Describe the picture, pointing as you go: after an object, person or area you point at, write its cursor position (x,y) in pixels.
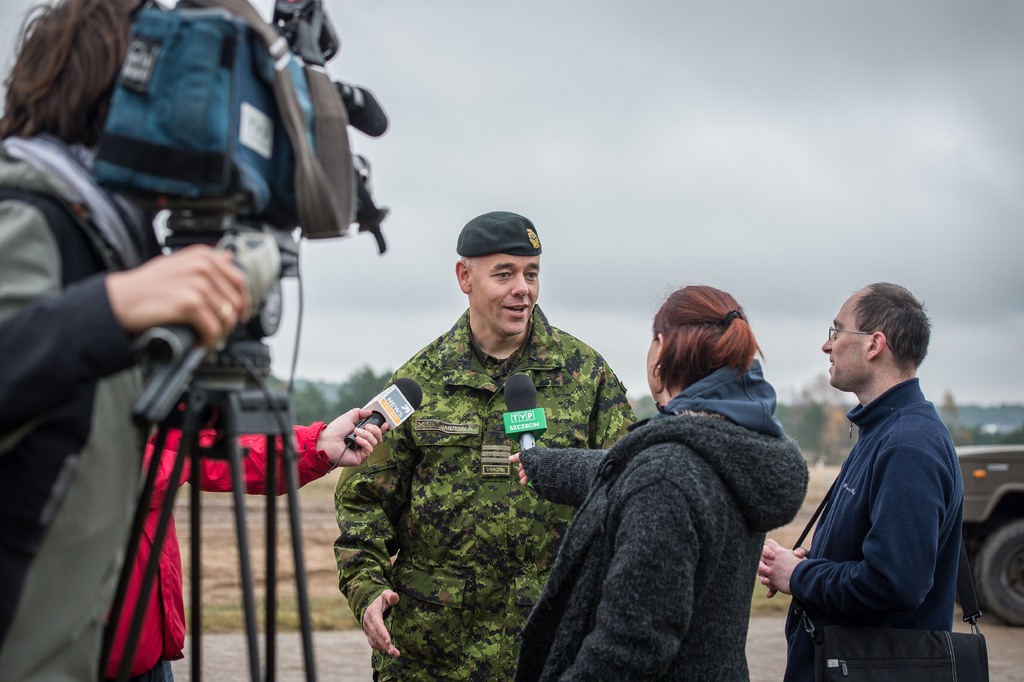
In this image I can see group of people (658,585) standing. In front (297,202) I can see a camera (278,199) and I can also see a person (473,429) wearing military uniform (425,500) and I can see two persons (302,440) holding microphones (384,398). Background (877,246) I can see a vehicle (963,450), trees (966,430) in green color and the sky (318,304) is in white color.
